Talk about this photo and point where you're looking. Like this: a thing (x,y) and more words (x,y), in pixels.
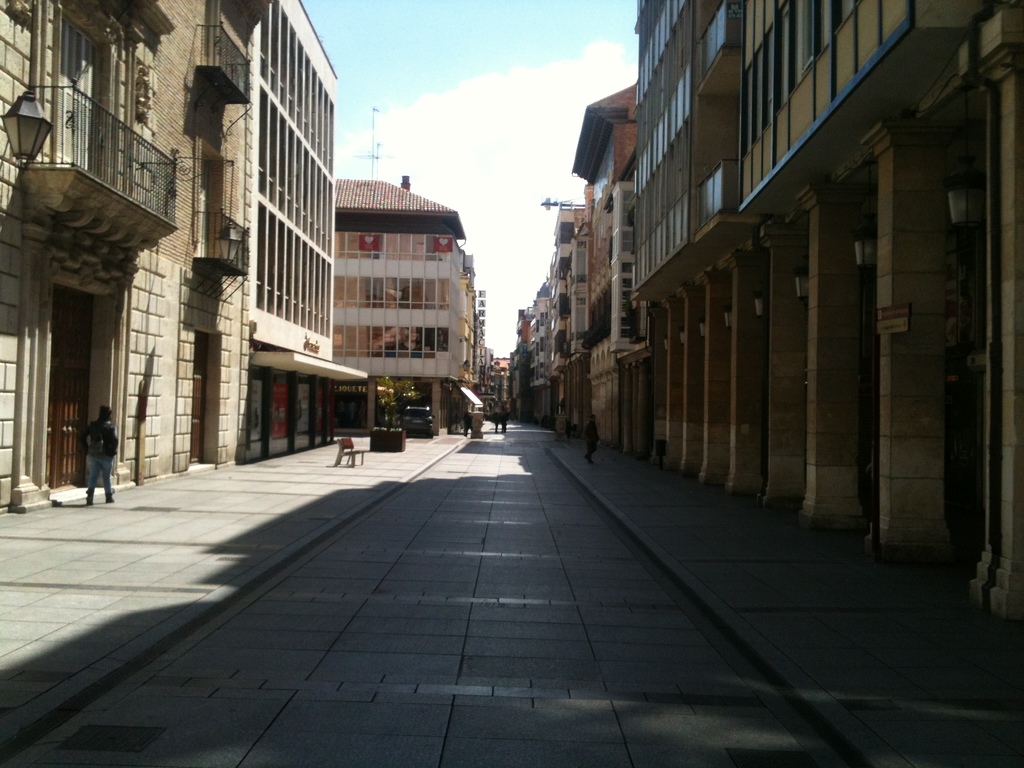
In this image there are buildings (453,292) and on the left side (107,476) there is a person (112,458) walking. In the background (414,434) there are persons (592,436) and there is a car (428,433), there is an empty chair (351,445) and the sky (470,148) is cloudy.
